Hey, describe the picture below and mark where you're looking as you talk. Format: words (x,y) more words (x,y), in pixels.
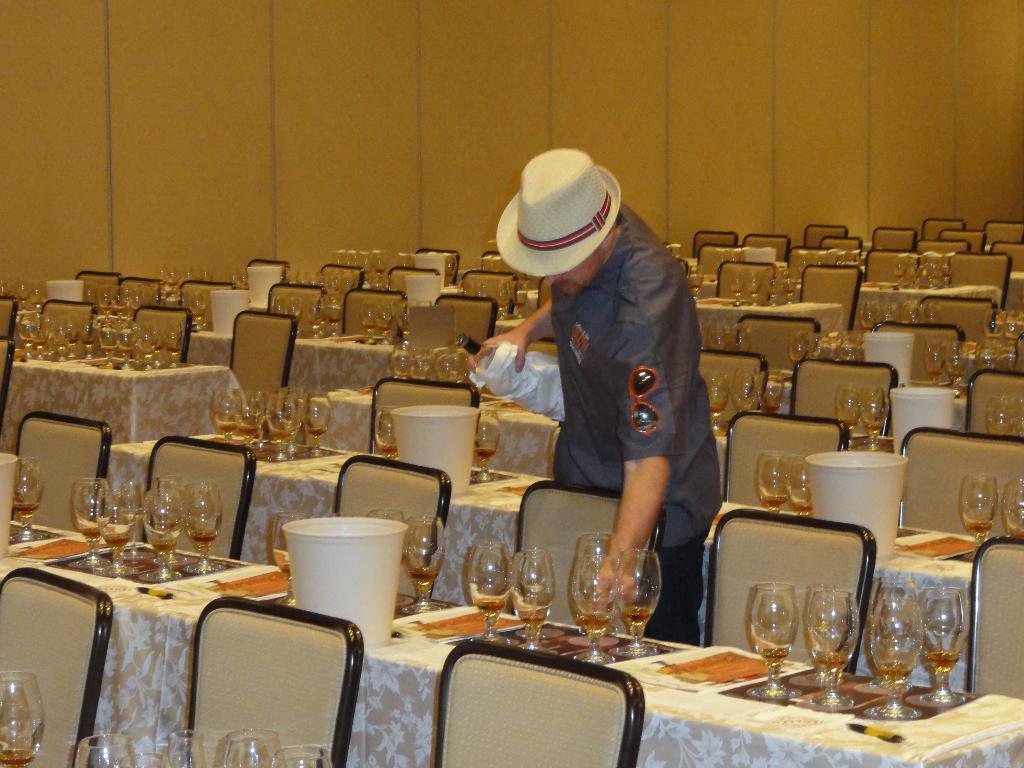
This person (679,500) standing and holding bottle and wear hat (536,174). We can see chairs (590,693) and tables (474,497), on the table (474,497) there are glasses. On the background (451,46) we can see wall (434,32).
